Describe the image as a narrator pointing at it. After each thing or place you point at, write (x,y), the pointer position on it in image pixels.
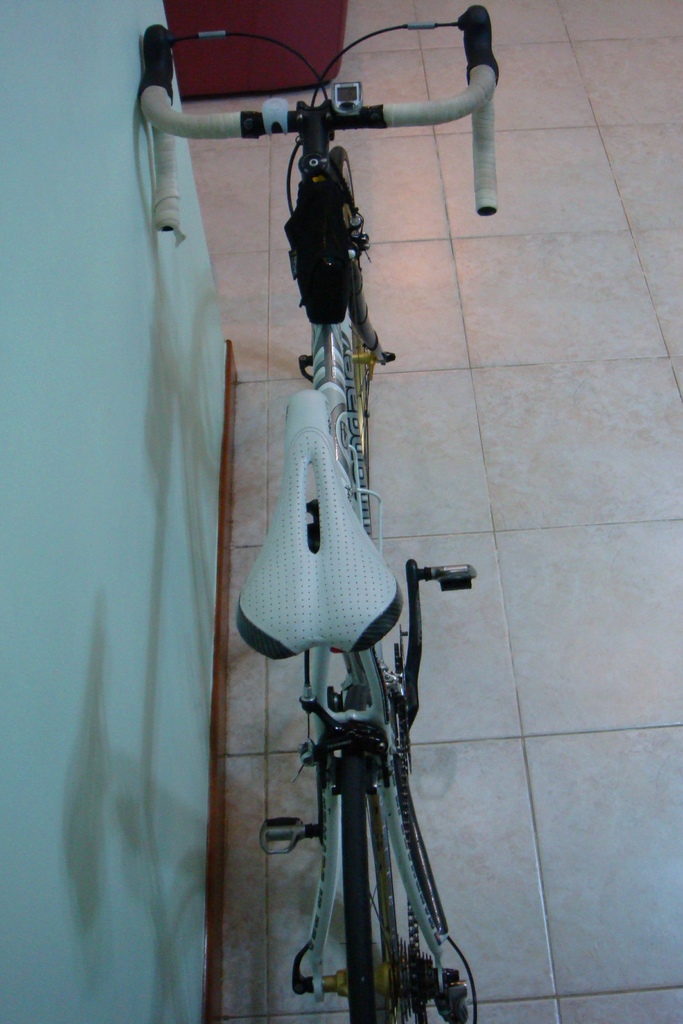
In this picture there is a bicycle (365,298). At the back (306,49) there is an object (308,85) on the left side of the image (134,423) there is a wall (96,955) and there is a shadow (200,276) of the bicycle (359,652) on the wall (155,815). At the bottom (541,830) there are tiles (541,830).
